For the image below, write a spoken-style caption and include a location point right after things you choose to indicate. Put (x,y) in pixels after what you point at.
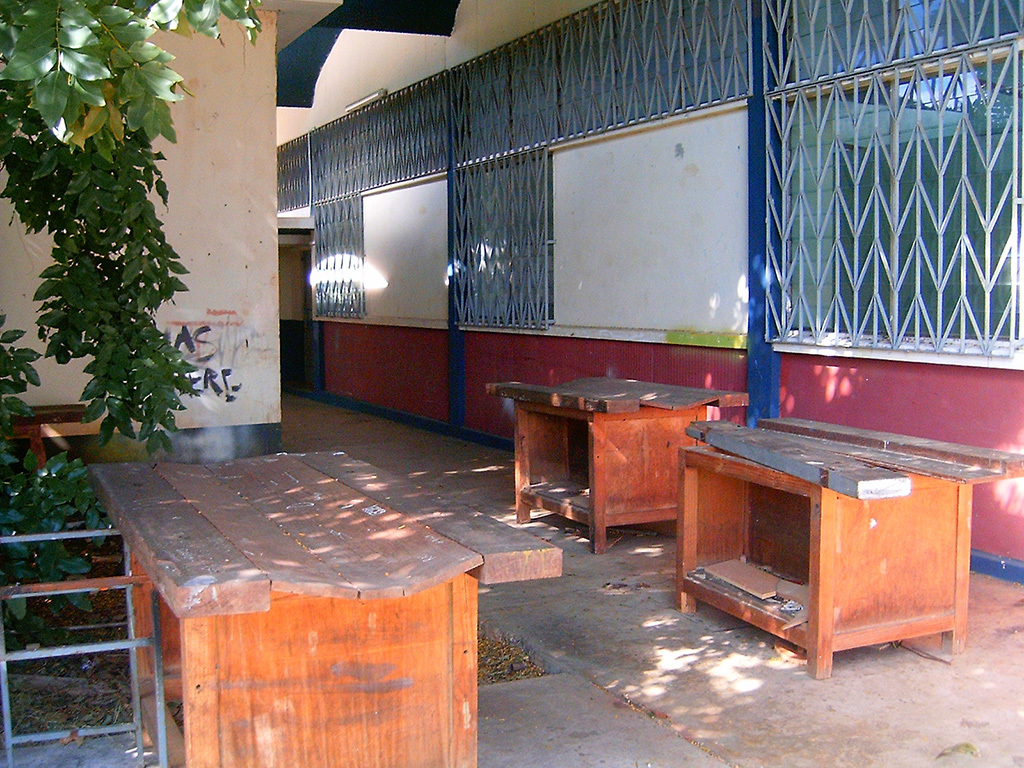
In the picture I can see few wooden tables (688,468) and there are trees (55,242) in the left corner (54,200) and there is a fence (801,238) in the right corner (922,200).
